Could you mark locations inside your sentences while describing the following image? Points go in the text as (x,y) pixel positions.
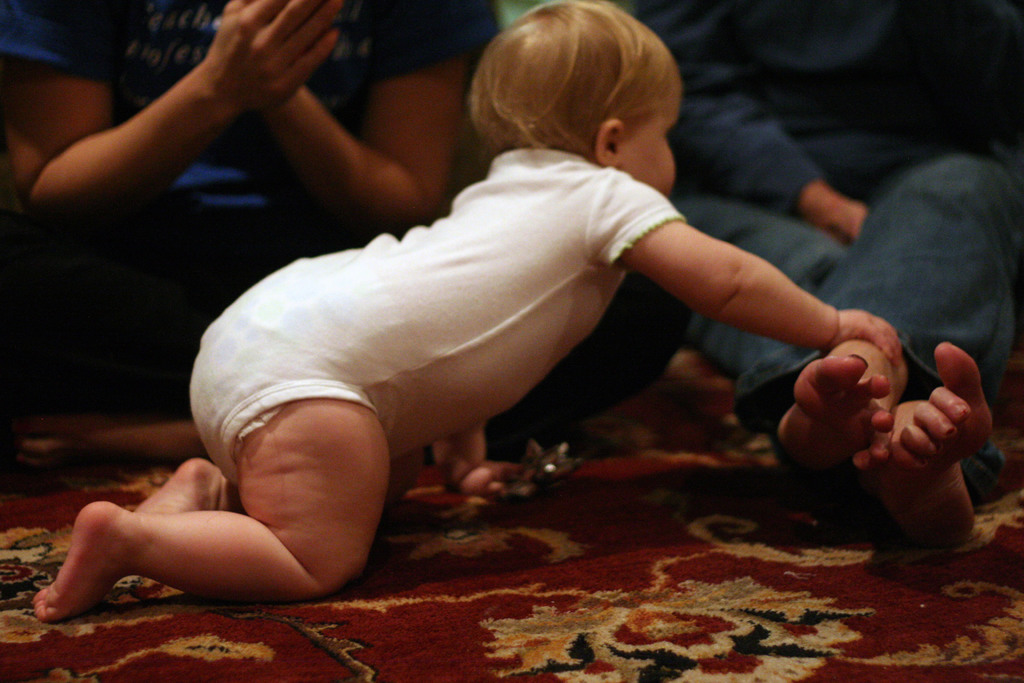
In this picture we can see the small baby (475,426) wearing a white clothes (457,376), crawling on the red carpet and holding the person leg (826,270).
